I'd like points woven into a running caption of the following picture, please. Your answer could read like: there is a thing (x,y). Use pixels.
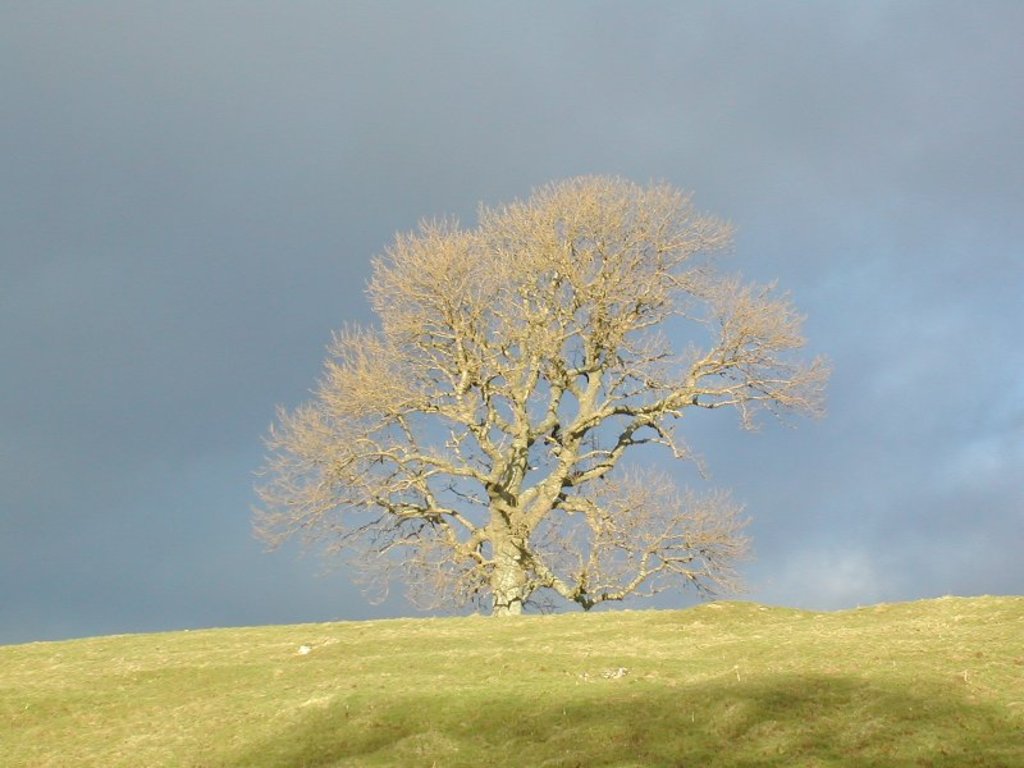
In this image I can see a tree (536,583) in the center (388,314). In the background (367,311) I can see the sky (931,479).
